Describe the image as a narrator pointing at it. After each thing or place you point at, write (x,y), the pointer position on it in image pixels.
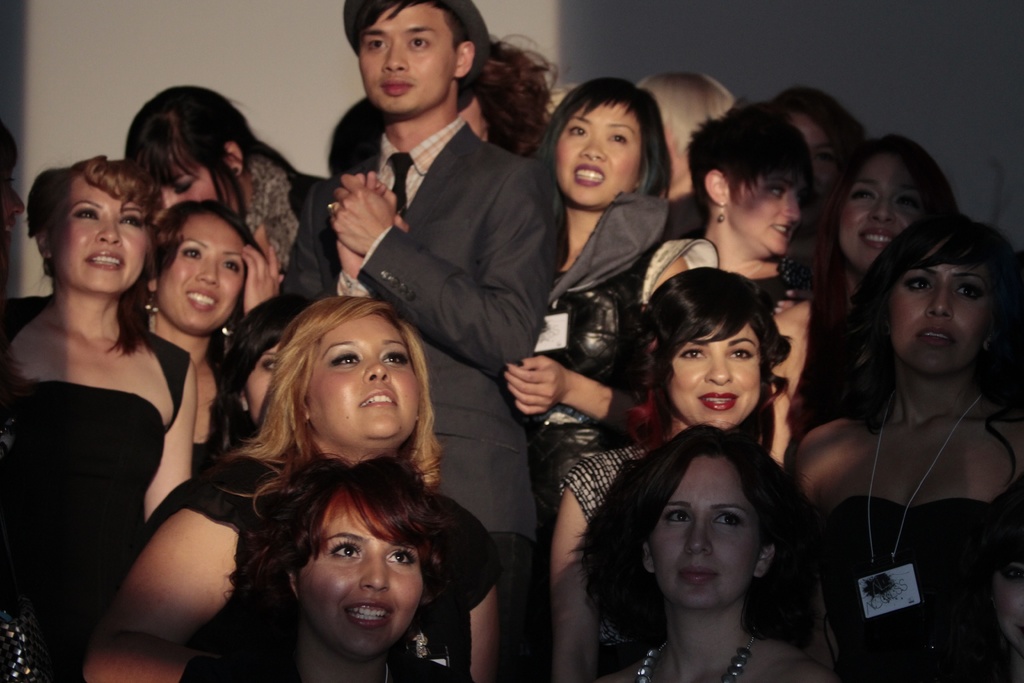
In this image, there are some persons (722,252) standing and wearing clothes (431,258). There is a person (352,287) in the middle of the image (464,260) wearing a hat (462,9).
